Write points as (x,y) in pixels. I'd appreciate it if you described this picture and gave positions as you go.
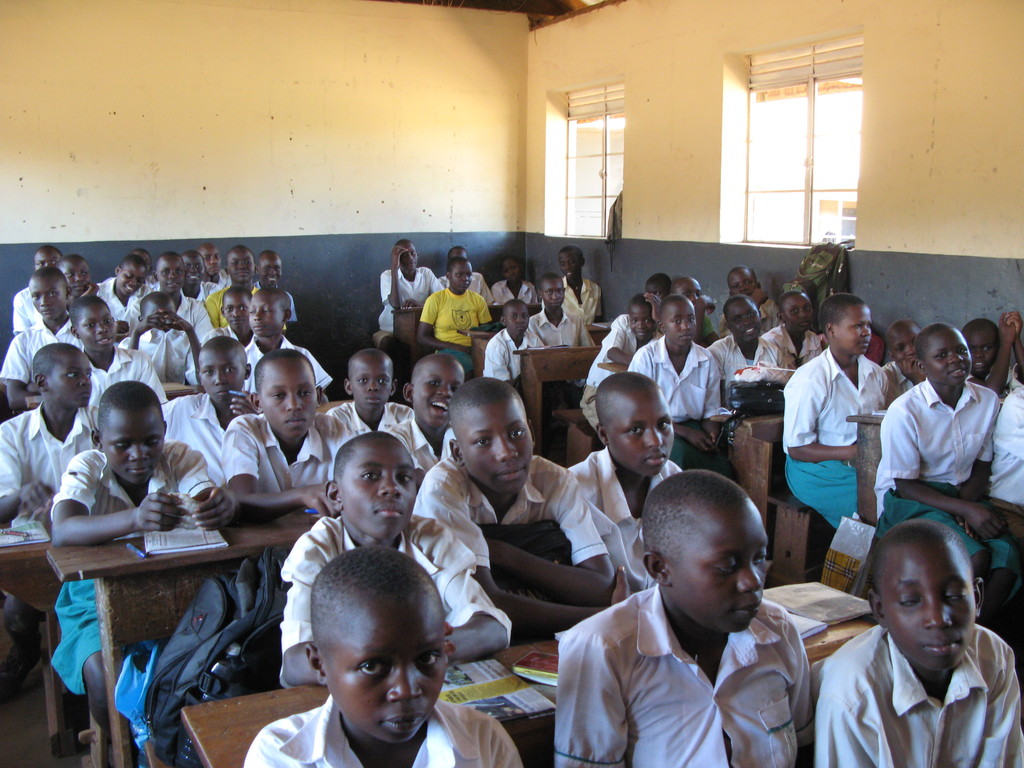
In this image there are a group of people (460,547) who are sitting on benches (144,575), and on the benches (178,602) there are bags (269,684), books (197,547), pens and some covers (844,540). And in the background (551,173) there are windows (830,199) and wall (385,194).
